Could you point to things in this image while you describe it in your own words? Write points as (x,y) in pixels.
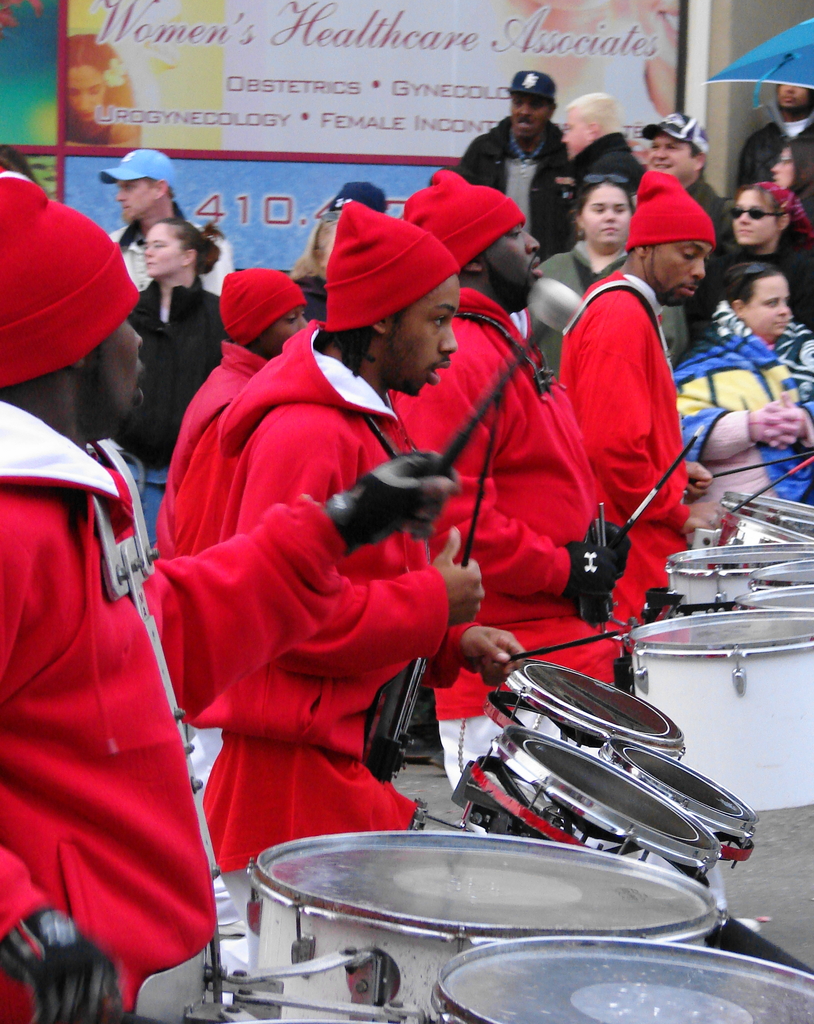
In this image we can see these people (596,498) wearing red jackets (543,415) and caps (49,334) are playing the drums (629,807). In the background (765,196), we can see a few more people (767,164) standing and here we can see the boards (298,122) to the wall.
